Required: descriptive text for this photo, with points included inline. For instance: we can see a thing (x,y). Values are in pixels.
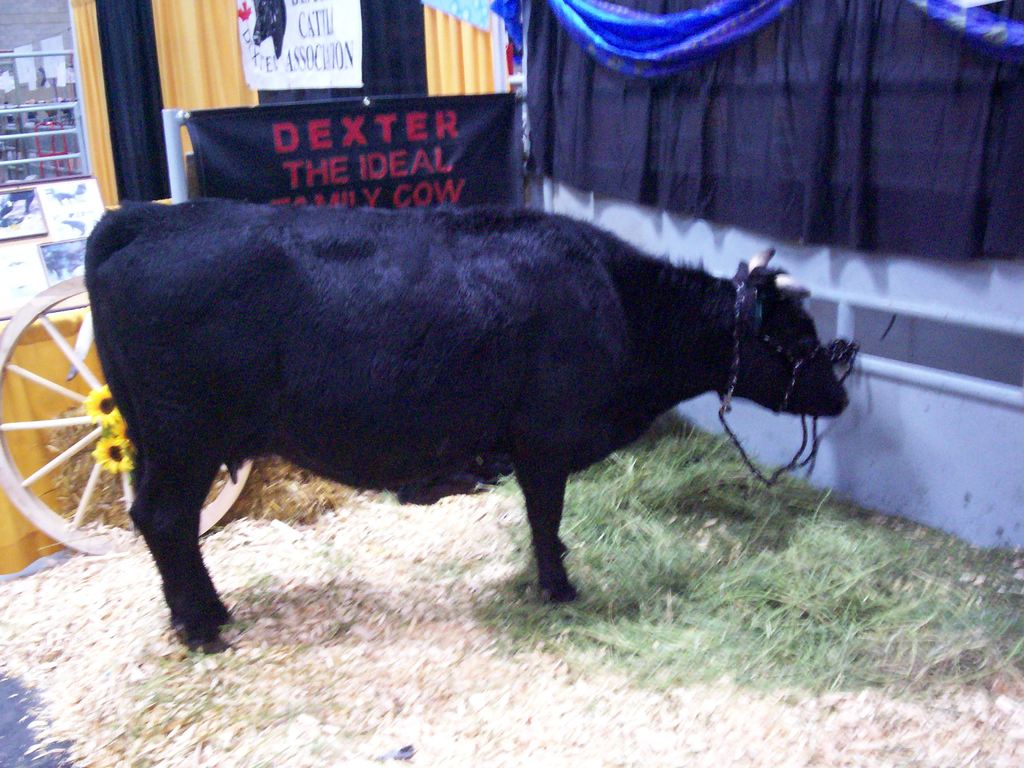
There is a black color cow (571,339) standing on the ground (433,596) near grass (683,469). In the background (754,135), there is a violet color sheet (801,119) near a black color banner (395,146), there is a wheel (55,333) and other objects (144,105).
